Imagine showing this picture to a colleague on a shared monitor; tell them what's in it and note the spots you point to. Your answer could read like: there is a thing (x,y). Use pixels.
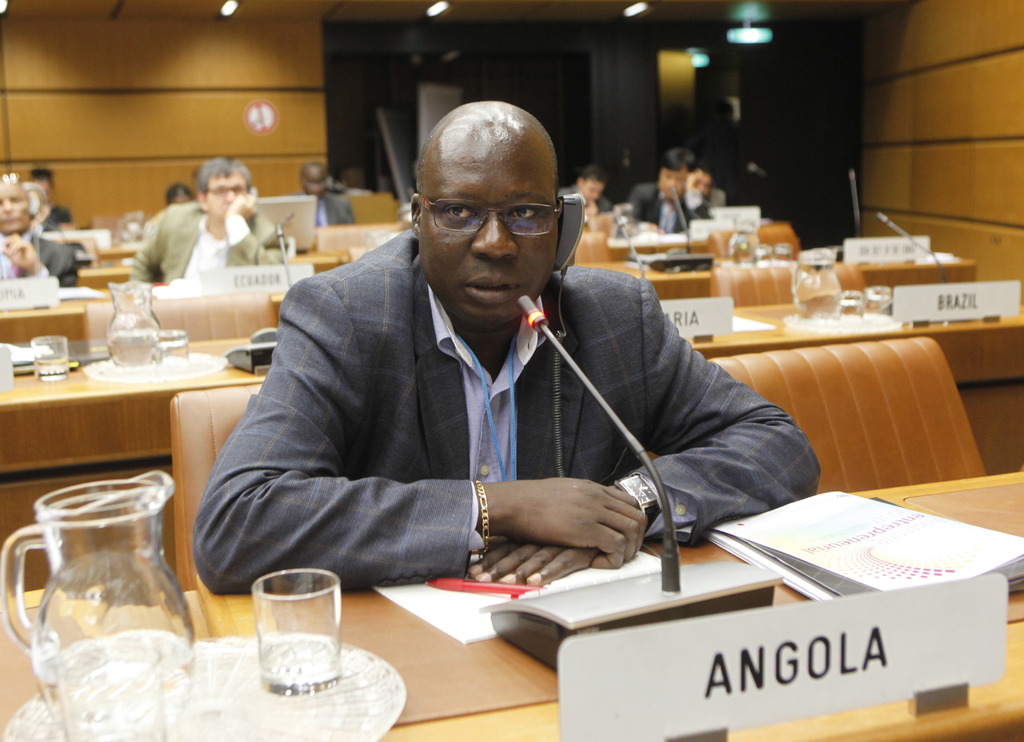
Here in the front (281,404) we can a man (607,442) sitting on a chair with a table (460,647) in front of him having a microphone (575,615) on it and we can see his name card (598,636) and there is a jar (138,677) and glass (280,692) and a plate (342,667) present on the table (438,685) and behind him there are group of people (25,221) sitting.
